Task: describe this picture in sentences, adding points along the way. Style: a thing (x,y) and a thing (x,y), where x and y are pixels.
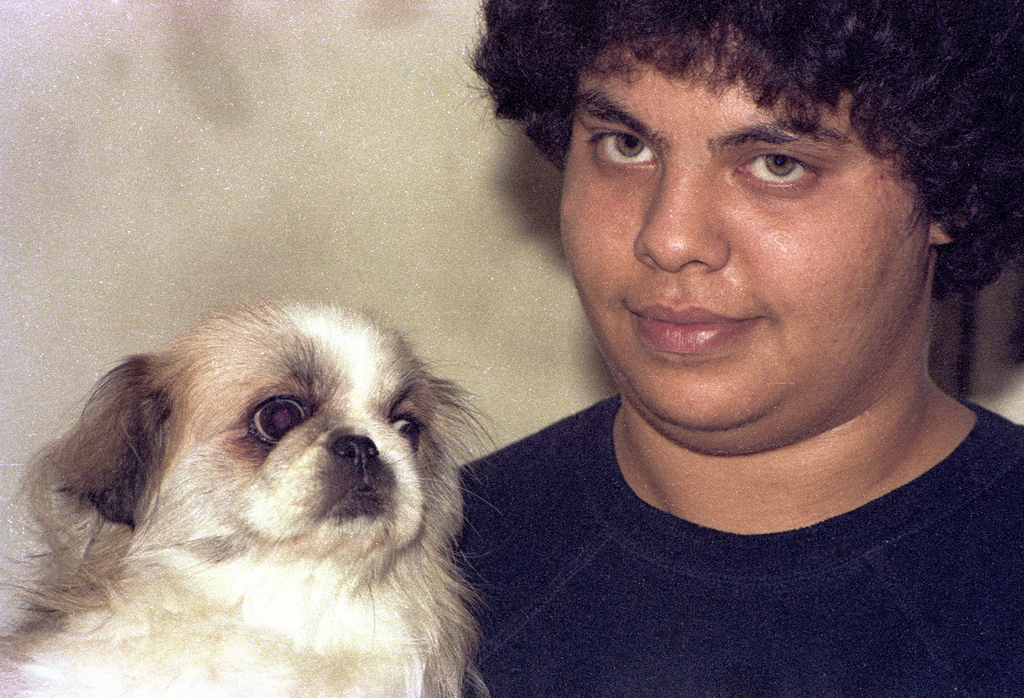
This picture shows a man (491,467) and a dog (1,673).
